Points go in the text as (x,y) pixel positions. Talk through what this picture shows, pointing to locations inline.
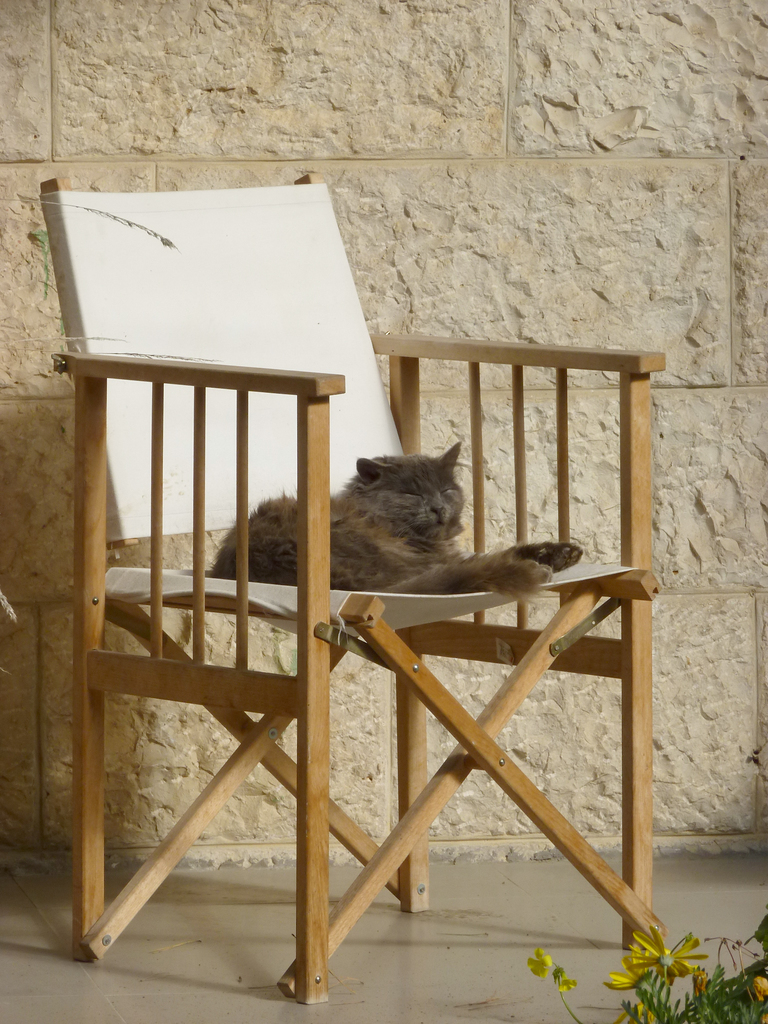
In this image there is a cat (288,548) sitting in a white color chair (93,312), and in background (169,105) there is a wall (756,91), and a plant (635,975), and flower (633,972).
